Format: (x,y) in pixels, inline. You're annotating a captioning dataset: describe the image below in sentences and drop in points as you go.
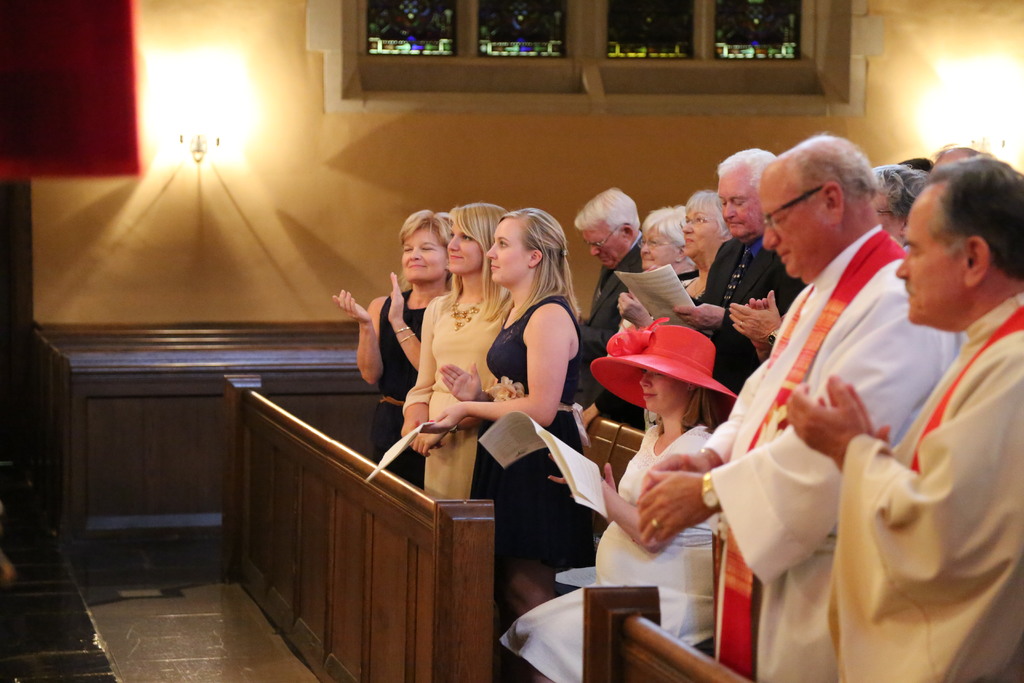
In the centre (635,411) and on the right side of the image (787,399) there are a few people (529,353) standing and few (531,339) are holding papers (648,282) and there is a girl (606,567) sitting and holding papers (568,453) in her hand (613,491), in front of them there is a wooden wall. In the background (174,145) there is a lamp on the wall (512,189) and windows (519,45).
